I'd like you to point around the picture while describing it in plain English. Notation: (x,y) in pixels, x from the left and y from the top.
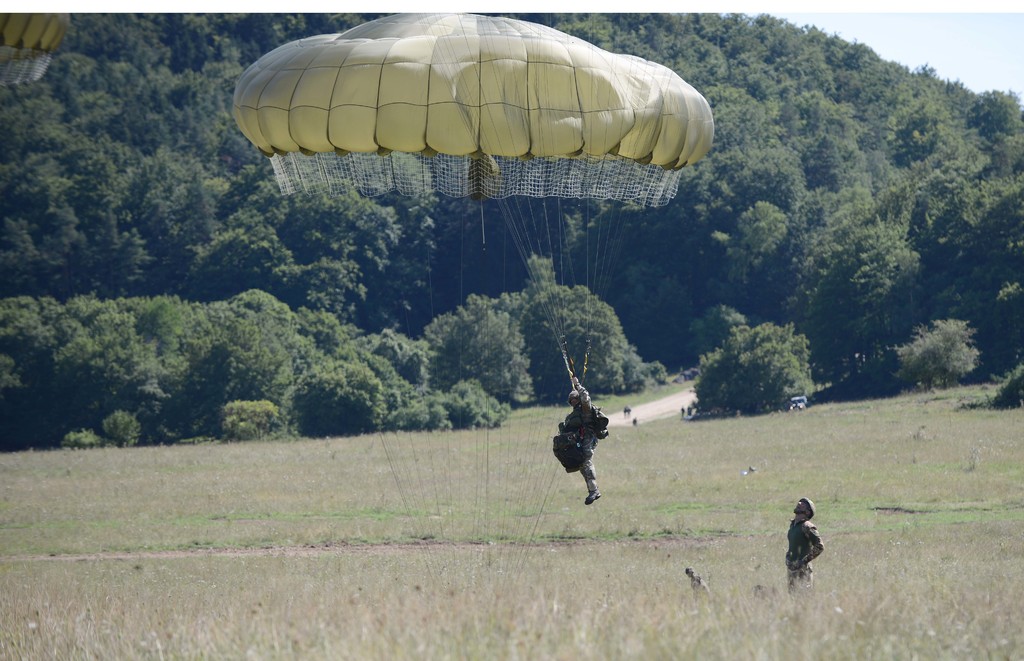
In the center of the image (579,433) we can see a person (577,468) is doing Paragliding. In the background of the image (224,88) we can see the trees (488,376), road (644,414), some people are standing, grass (610,450), vehicle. In the top right corner (986,17) we can see the sky (954,61).
